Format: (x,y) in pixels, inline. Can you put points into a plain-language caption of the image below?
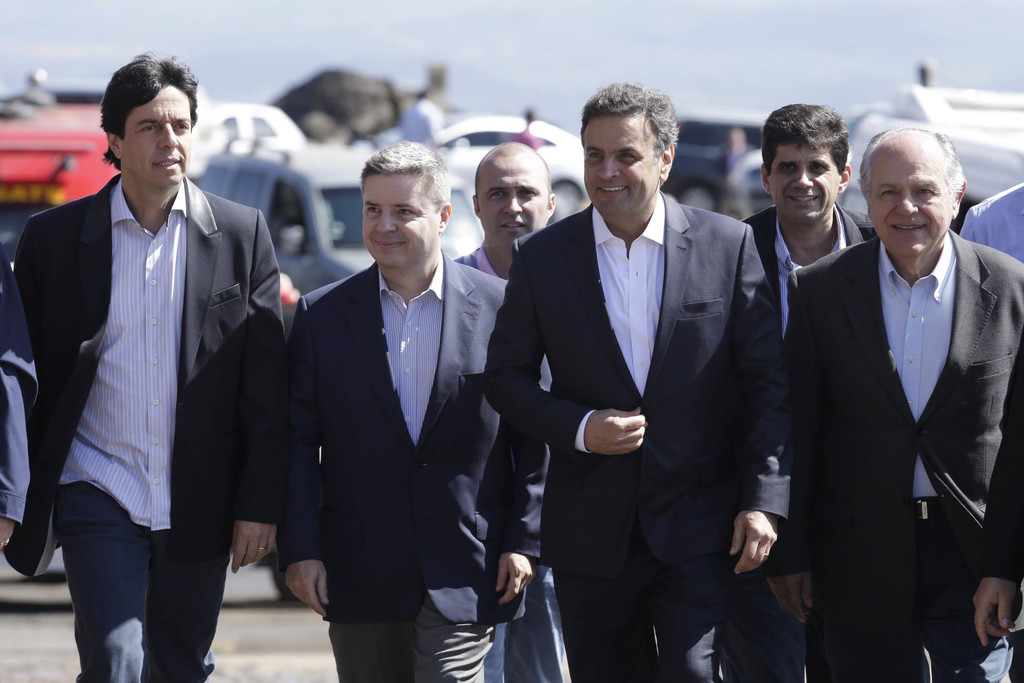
In this image I can see there are group of persons (526,371) they are smiling and they are wearing a black color suits (339,328) and in the background (385,78) I can see the vehicle (305,148) and the sky (401,41).
